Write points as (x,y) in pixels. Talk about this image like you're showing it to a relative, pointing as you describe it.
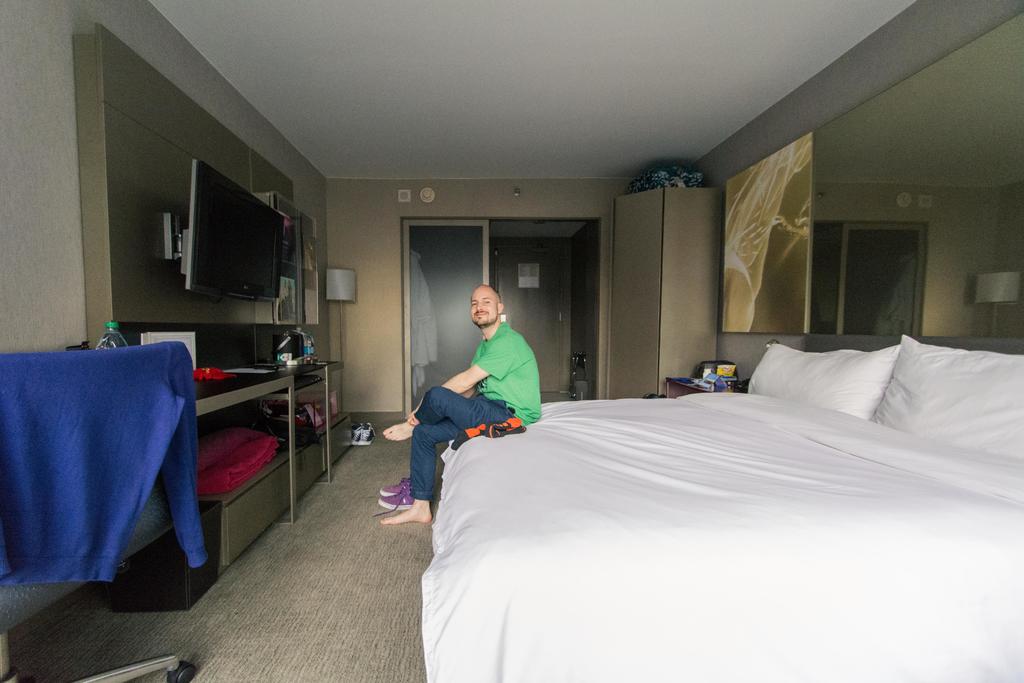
A picture inside of a room (501,288). This person (501,403) is sitting on a bed (752,427), on this bed (829,417) there are pillows (843,387). A television (249,278) on wall (121,245). On this table (248,421) there are clothes (249,442) and bottle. On floor (388,449) there are shoes (359,434).
